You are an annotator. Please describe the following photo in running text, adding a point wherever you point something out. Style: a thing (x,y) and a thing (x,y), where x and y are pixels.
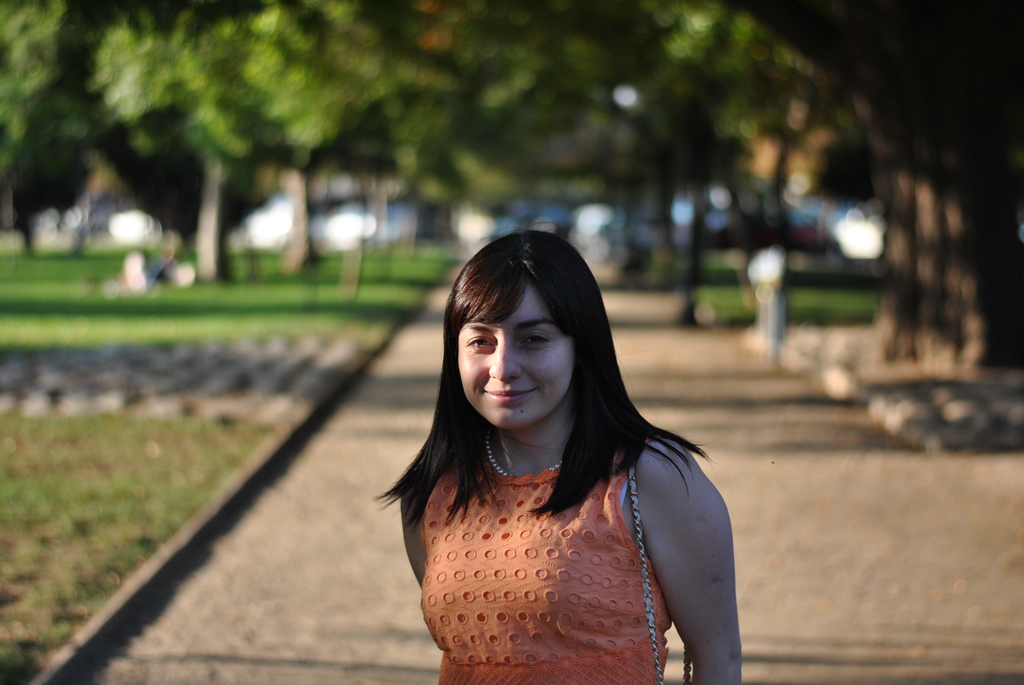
In this picture there is a girl (448,548) wearing orange color dress (535,596), standing in front (484,466) and smiling. Behind there are many trees (239,182). On the left side (271,295) there is a grass lawn (259,292).
